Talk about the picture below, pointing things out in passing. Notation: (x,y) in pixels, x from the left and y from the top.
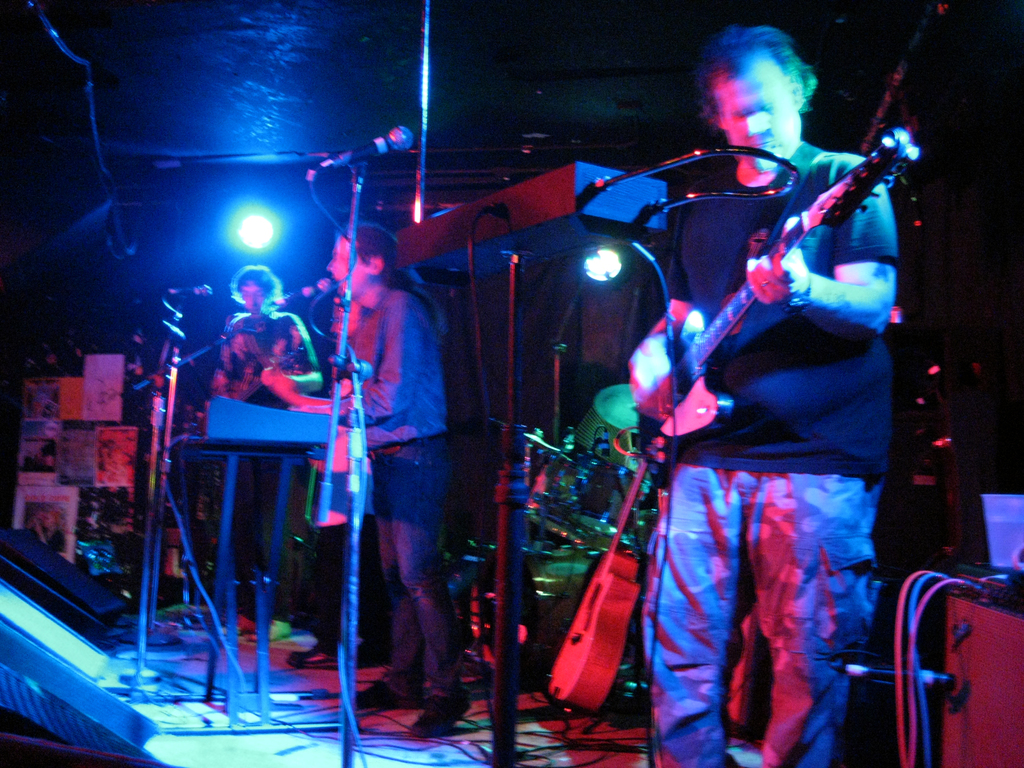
There are group of people (696,234) playing musical instruments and one among them is singing in front of a mic (299,293).
